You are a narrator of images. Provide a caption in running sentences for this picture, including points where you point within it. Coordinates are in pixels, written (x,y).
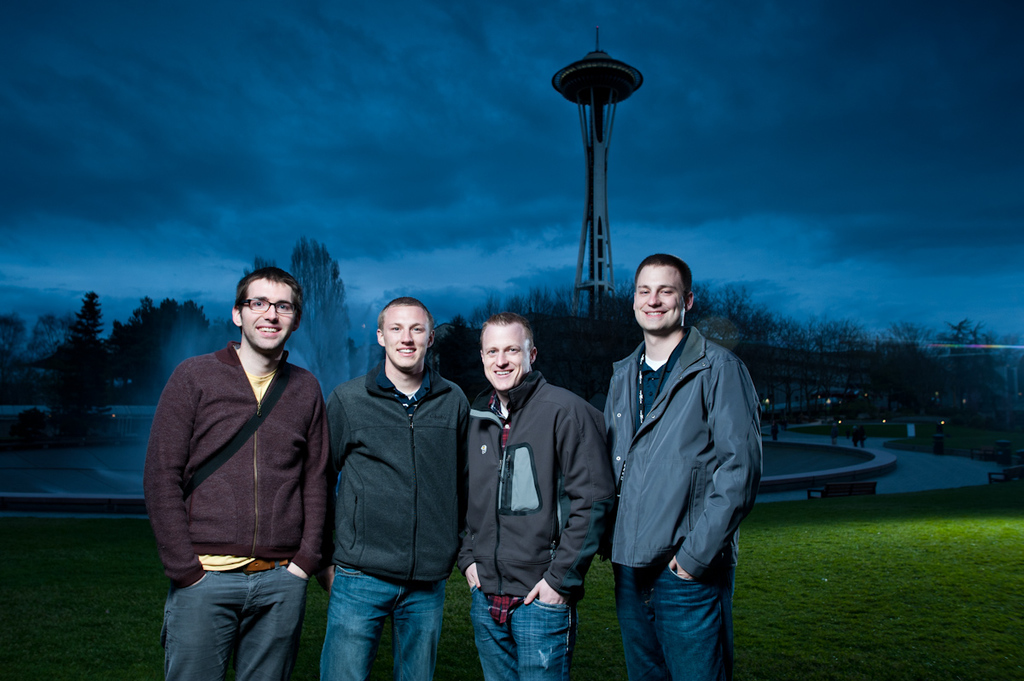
In this image in the foreground (374,389) there are four persons (532,430) standing and smiling, and in the background (589,208) there is a tower (600,243), trees (861,383), some persons (862,441) are walking and some lights (826,400) and some objects (821,446). At the bottom (906,575) there is grass (797,518) and at the top (618,133) there is sky (468,138).
